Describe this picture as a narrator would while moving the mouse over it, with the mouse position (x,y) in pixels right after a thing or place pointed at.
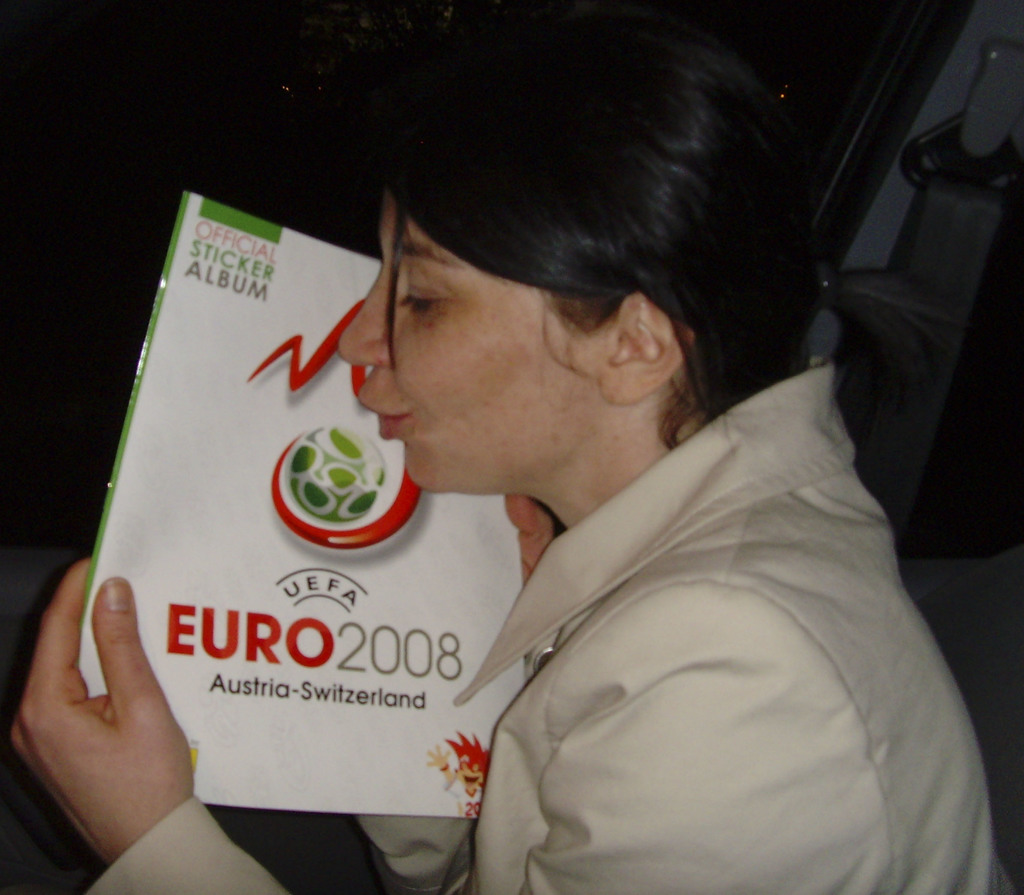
In this picture we can see a woman (816,843) wearing a blazer (816,843) and holding a book (310,649) with her hands (119,724) and in the background (937,368) we can see some objects (921,369) and it is dark.
